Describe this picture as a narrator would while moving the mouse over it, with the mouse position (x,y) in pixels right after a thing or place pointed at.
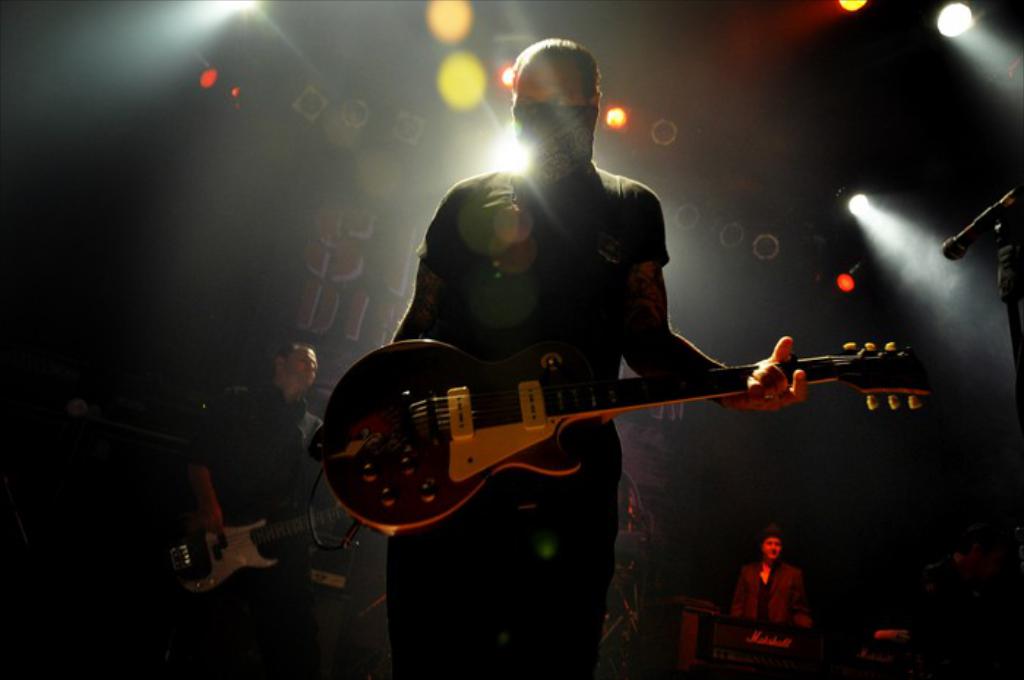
In this image I see 4 persons (292,653), in which 2 of them are holding the guitars (838,368) and there is a mic (1013,186) over here. In the background (992,58) I see the lights (992,58).
